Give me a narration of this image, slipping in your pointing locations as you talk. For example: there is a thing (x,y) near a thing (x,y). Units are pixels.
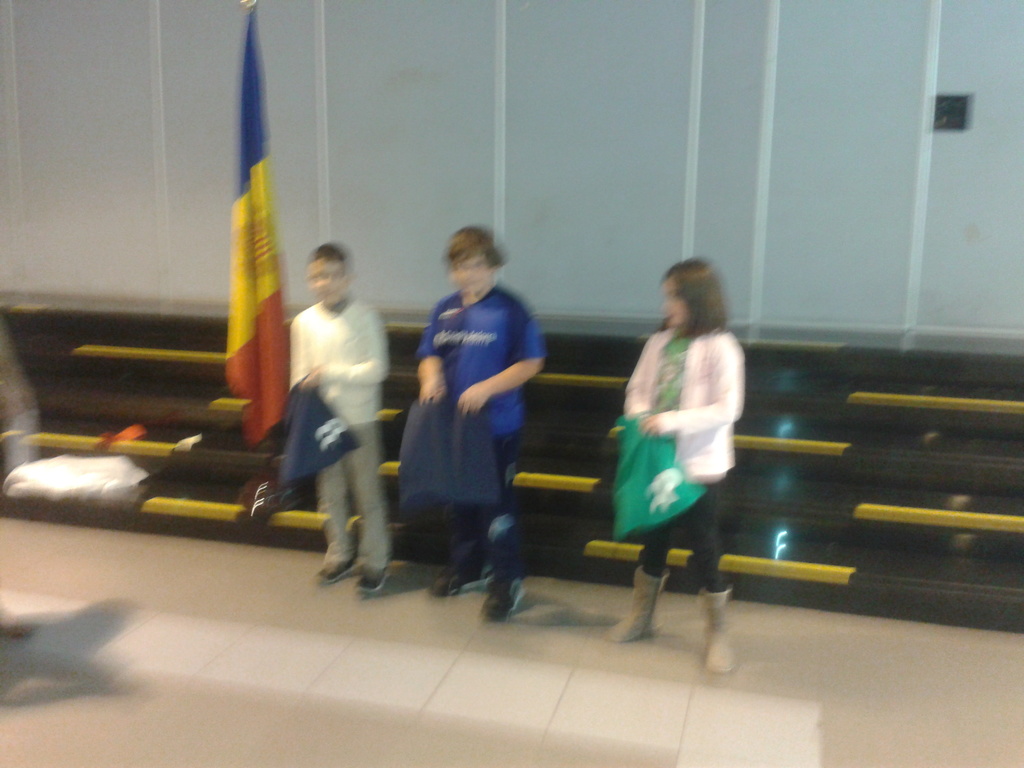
In this image we can see persons (349,465) standing on the floor (787,629) and holding clothes (697,491) in their hands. Beside the persons (326,295) we can see a flag (255,211) and walls (148,137) in the background (373,133).
